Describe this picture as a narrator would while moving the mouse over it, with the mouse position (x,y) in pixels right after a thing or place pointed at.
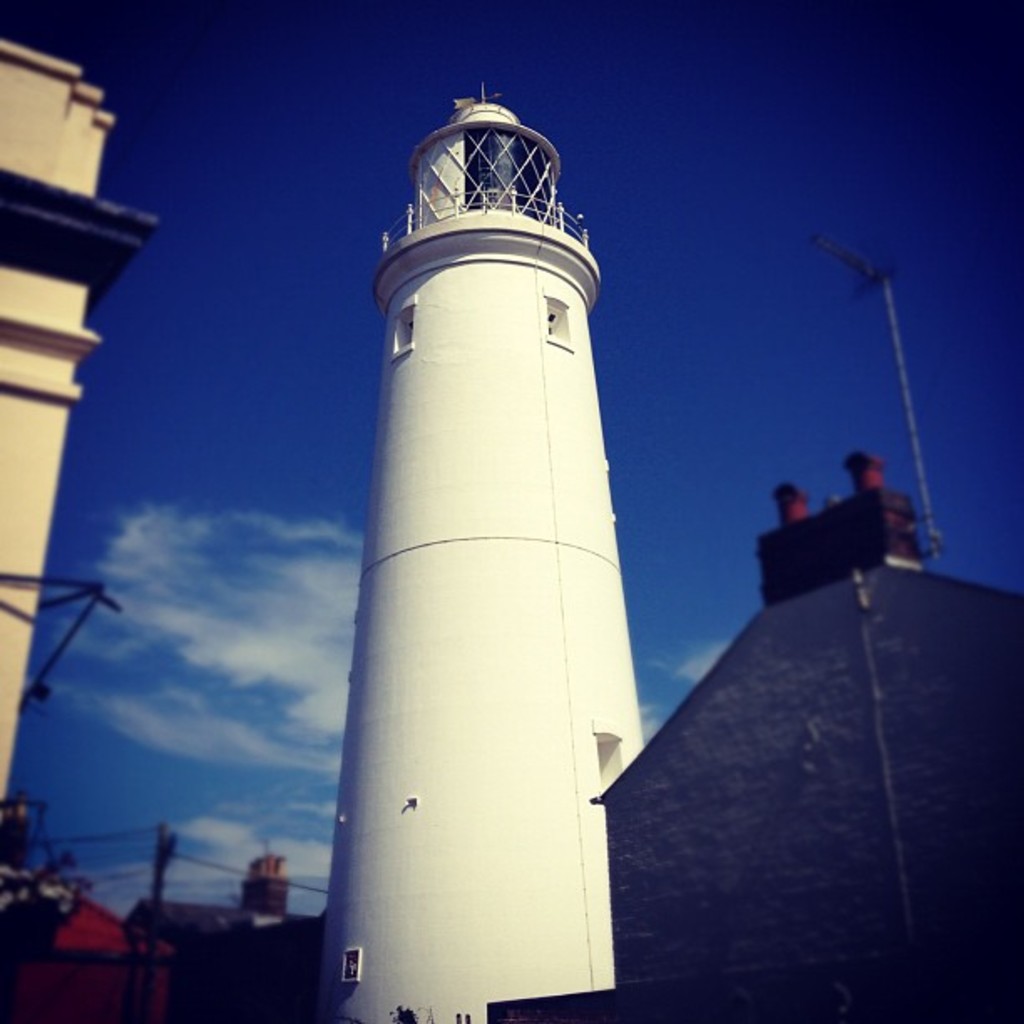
In this image we can see tower (509,740), buildings (632,922), pole (153,893) and blue sky (236,292). These are clouds (282,620). To this tower (586,258) there is a railing (578,229).
